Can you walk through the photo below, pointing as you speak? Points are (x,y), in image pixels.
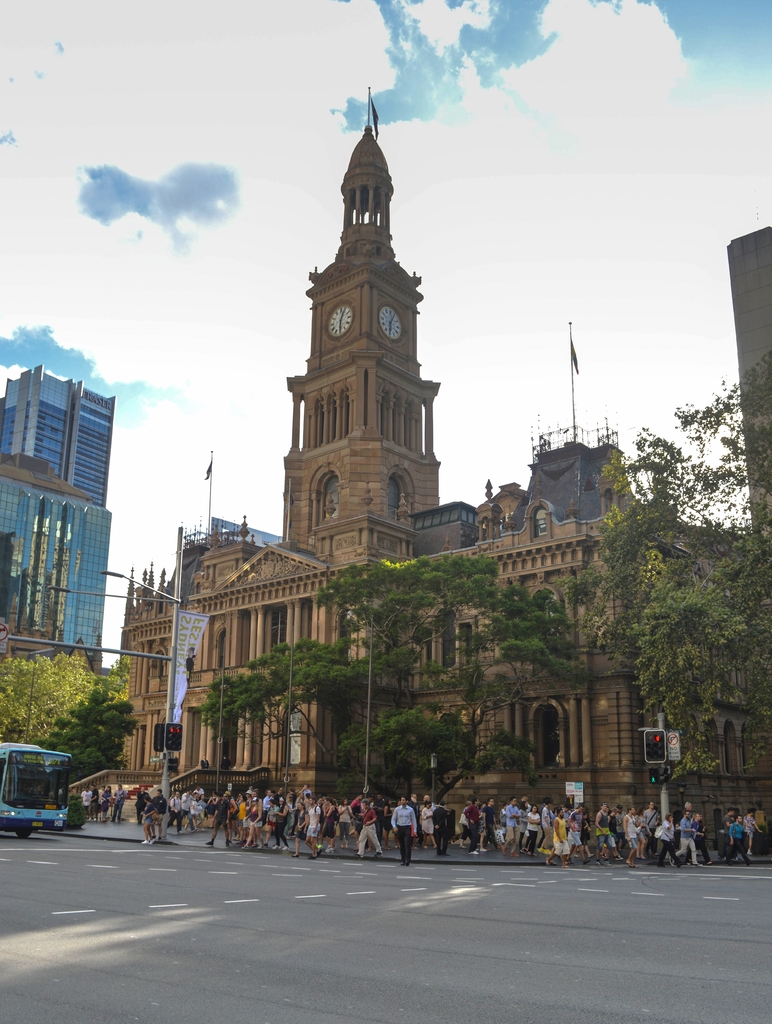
In this image I can see the road (241,861), a bus (53,758) on the road (124,846), the sidewalk (220,838), number of persons (271,822) standing on the sidewalk (518,853), few traffic signals (655,760), few poles (217,779), few trees (41,678) and few buildings (419,693). In the background (117,619) I can see the sky (263,265).
